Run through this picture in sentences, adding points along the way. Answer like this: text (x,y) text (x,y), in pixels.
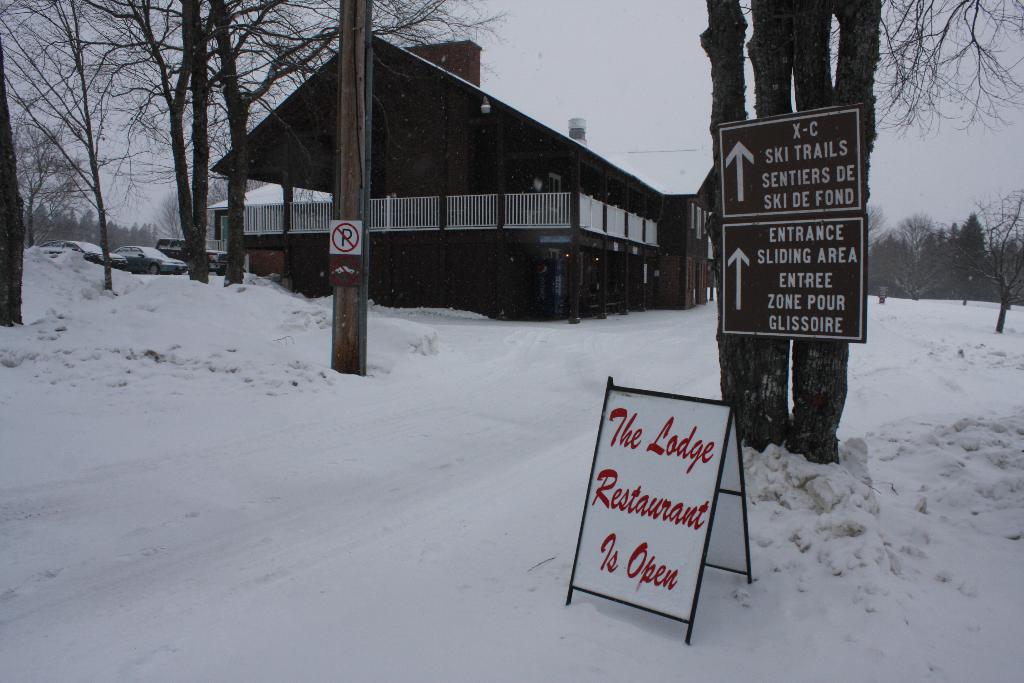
In this image I can see a board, sign boards (734,277), trees (774,429) and a pole (348,313). There is a building (309,157) at the back (563,194). There are cars (145,248) on the left (133,251). There is snow (191,355).
